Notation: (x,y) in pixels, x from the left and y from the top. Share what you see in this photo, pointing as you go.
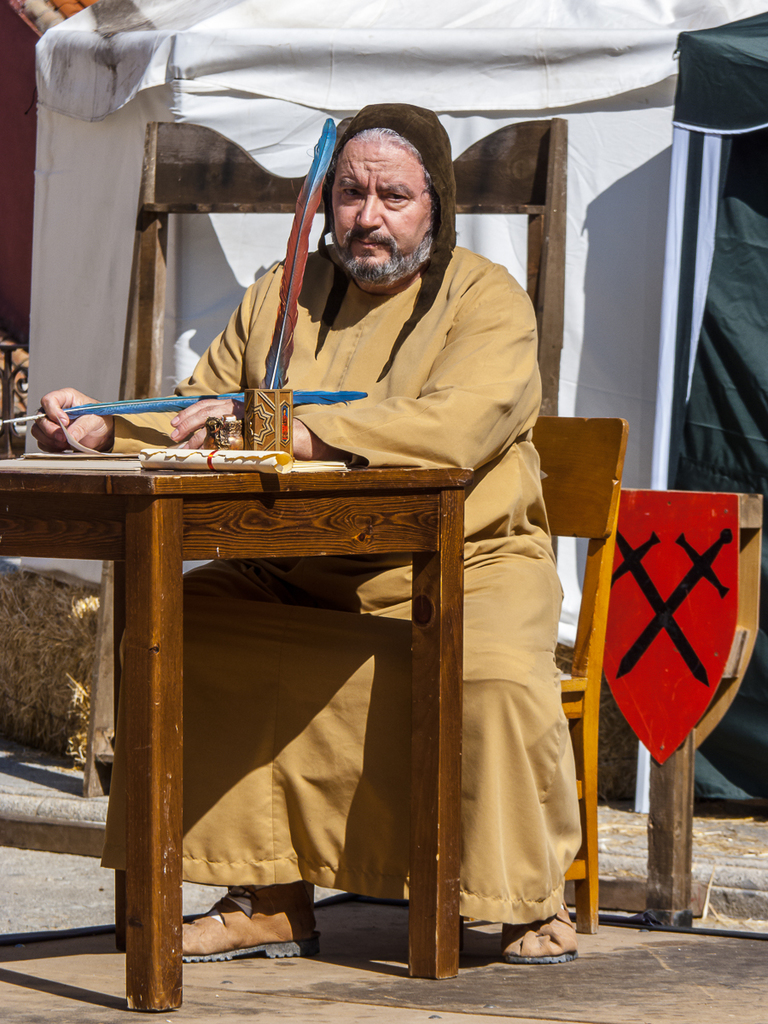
In this image there is a person (397,369) sitting on the chair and holding a feather quill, there is a table (246,472) on the table (241,480) there are a rolled paper (197,459), a holder (272,442) with a quill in it and some other objects (229,441), there are few tents (685,399).
